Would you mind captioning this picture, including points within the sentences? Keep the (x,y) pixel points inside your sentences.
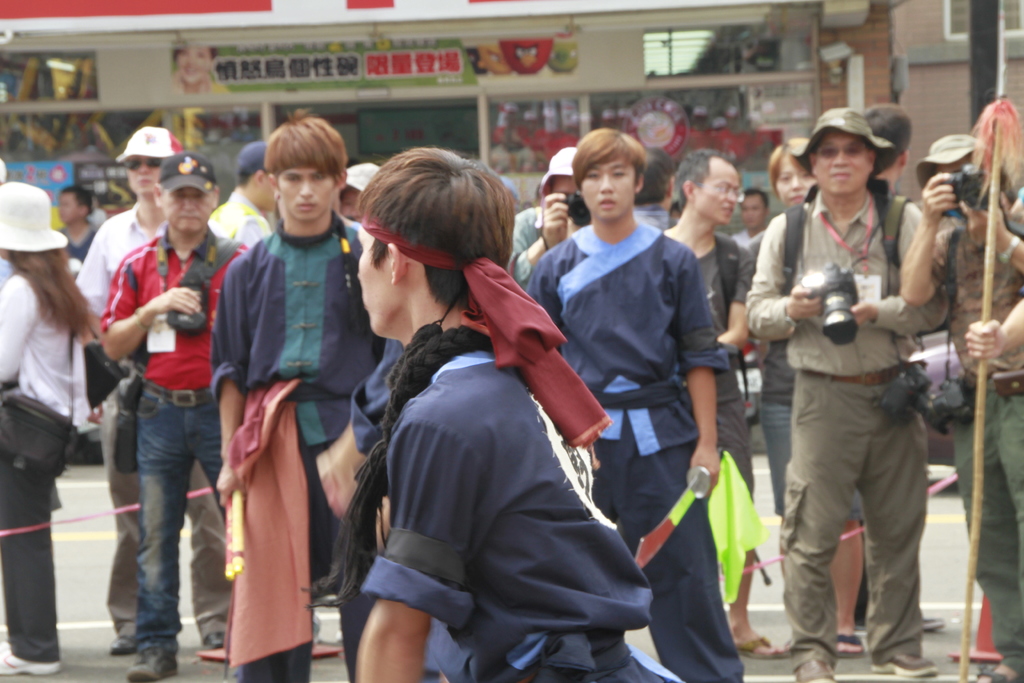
There is a person (492,227) standing in the center (370,241). In the background (684,625) we can see a few persons (866,405) standing and they are clicking a picture with a camera (829,318).
